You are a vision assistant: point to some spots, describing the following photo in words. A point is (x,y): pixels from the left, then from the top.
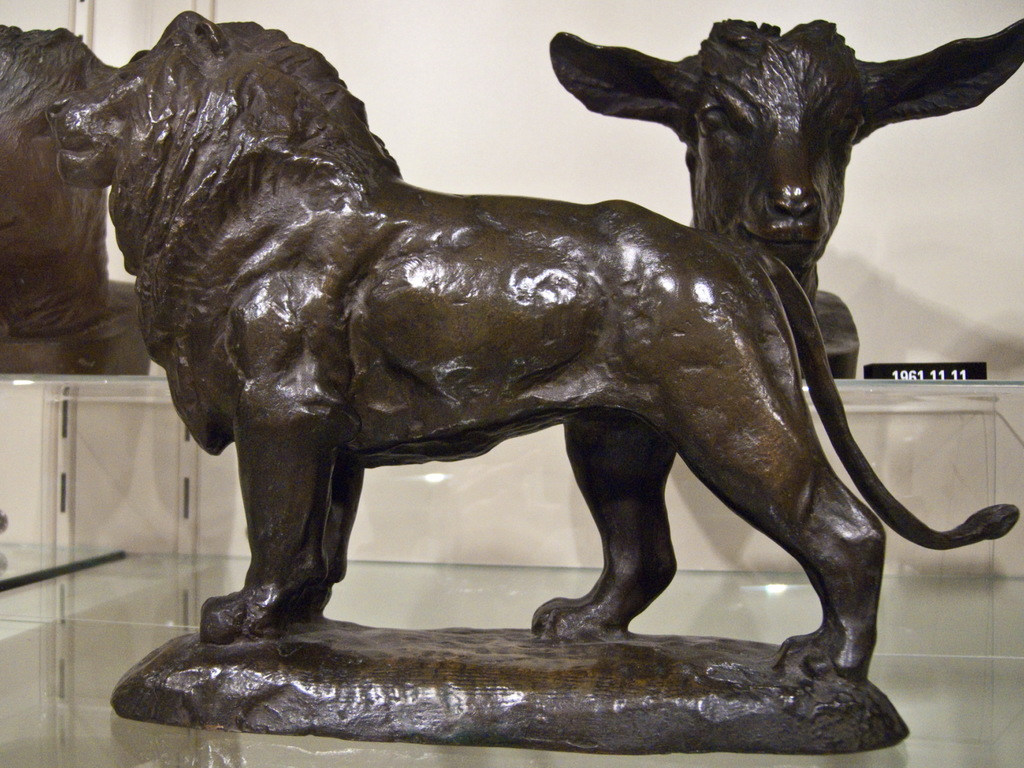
In this picture we can see a statue of a lion (448,326) on the platform (520,738). In the background (373,559) we can see the wall (522,145), statues (767,130) and some objects (917,380).
